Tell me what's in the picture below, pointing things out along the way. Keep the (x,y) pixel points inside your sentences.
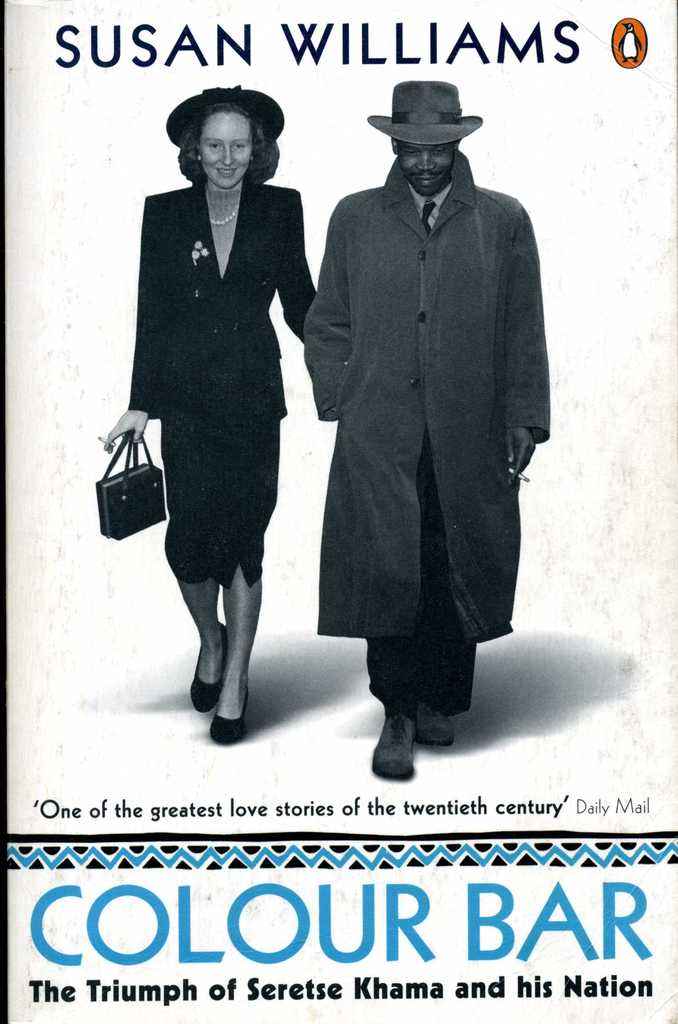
This image consists of a poster (267,386) in which we can see a man (347,320) and a woman (253,322). Both are wearing coats (332,323) and hats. At the bottom (182,919), there is a text (232,801).
